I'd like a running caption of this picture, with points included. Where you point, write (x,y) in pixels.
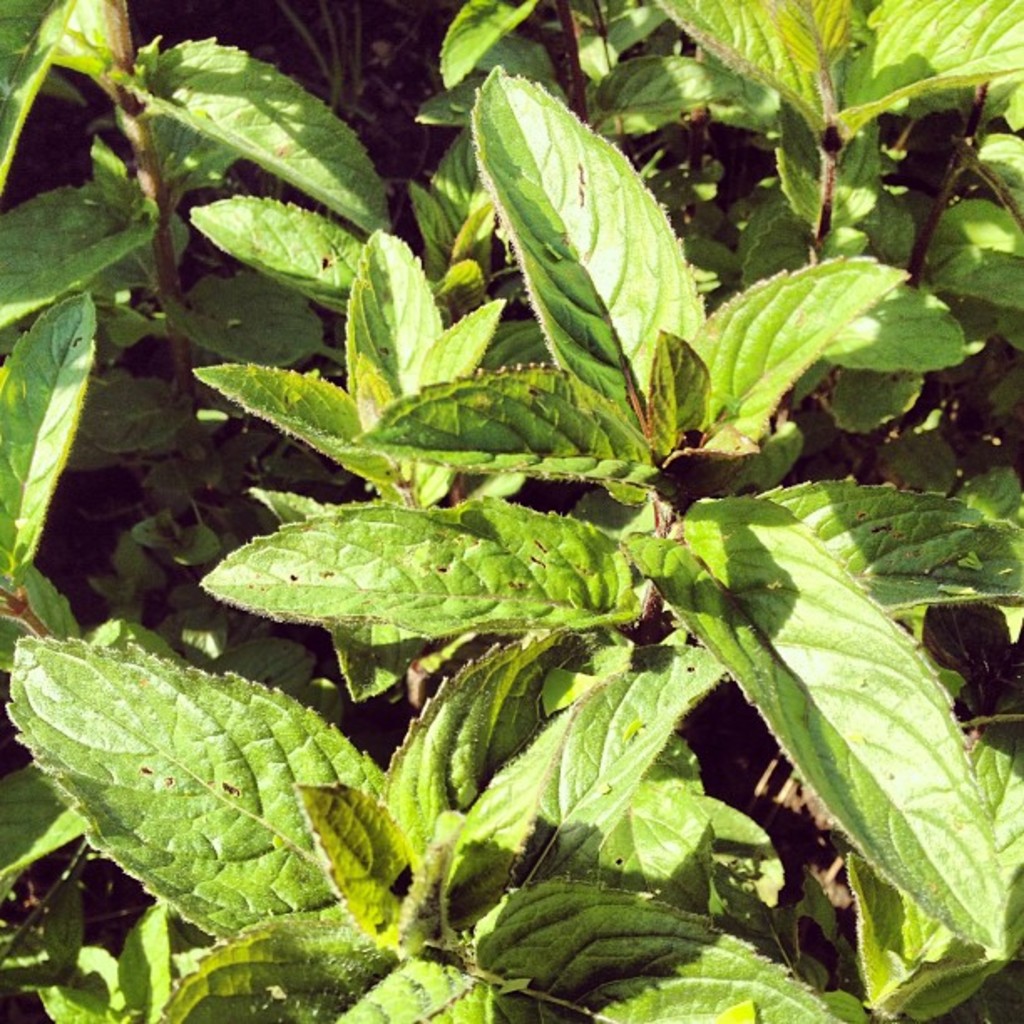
In this image there are plants (591,344).
